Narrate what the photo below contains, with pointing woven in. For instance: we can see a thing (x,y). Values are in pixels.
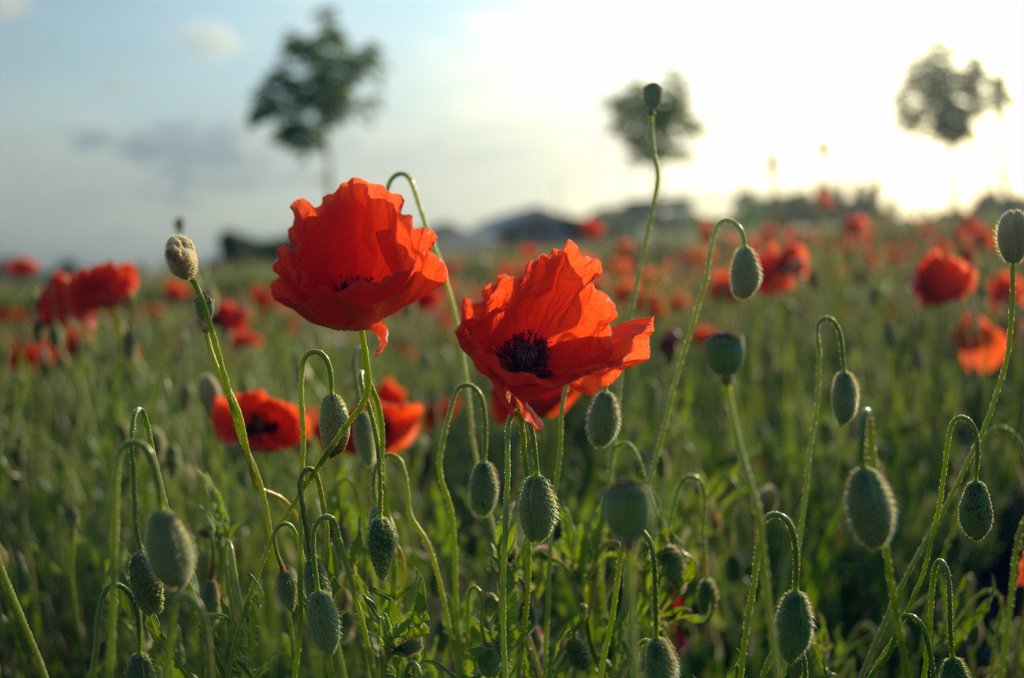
This image is clicked outside. In this image we can see many flowers (308,302) and plants (93,455). The flowers (423,284) are in red color. At the top (145,82), there are clouds (184,155) in the sky (117,204).
